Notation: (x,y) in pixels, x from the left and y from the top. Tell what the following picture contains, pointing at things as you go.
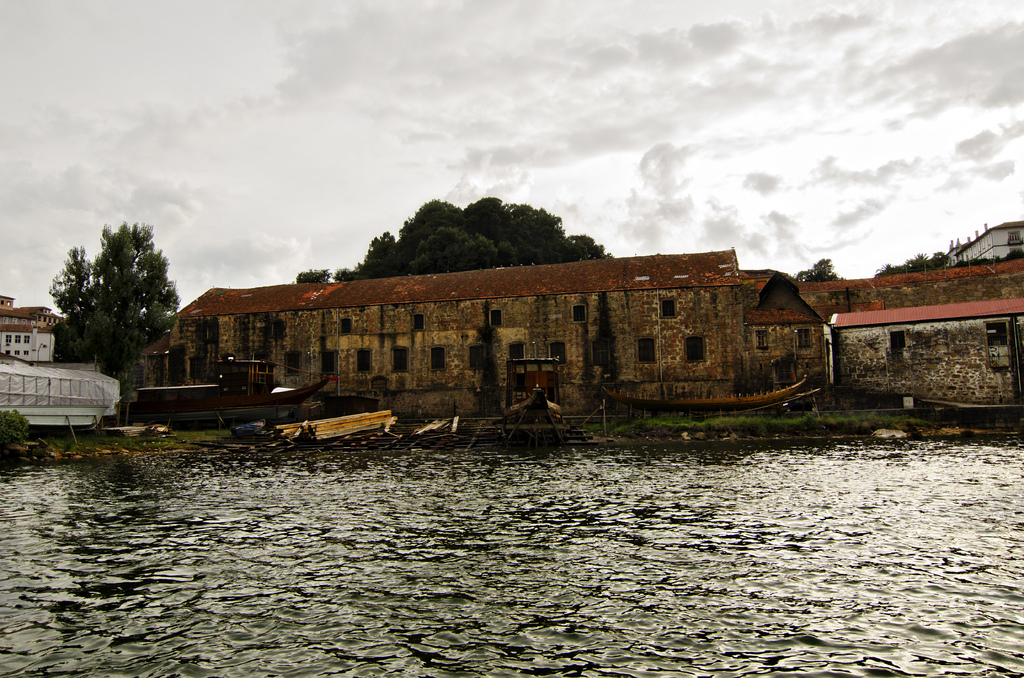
In this image I can see a buildings (638,293) and windows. In front (781,655) I can see a water (715,657), few boats (524,415) and trees (491,254). The sky (755,87) is in white color.
